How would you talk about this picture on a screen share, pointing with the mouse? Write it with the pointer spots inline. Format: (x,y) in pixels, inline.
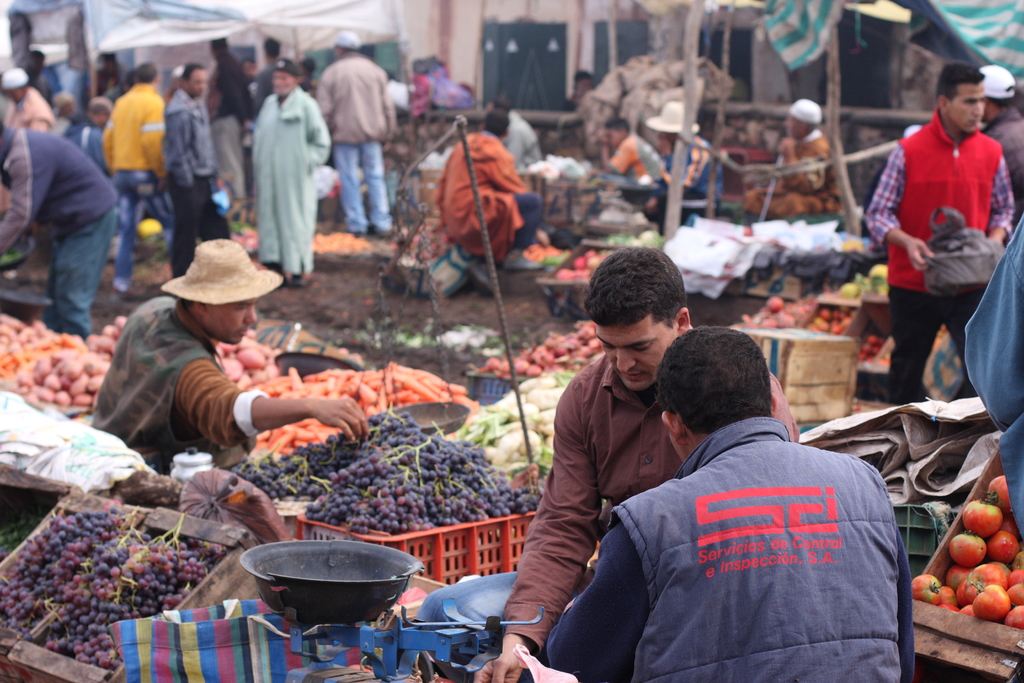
It is a market (376,344) and there are many fruits (378,467) and vegetables (279,443) are being sold and many people (364,83) are walking around the market (798,236).
